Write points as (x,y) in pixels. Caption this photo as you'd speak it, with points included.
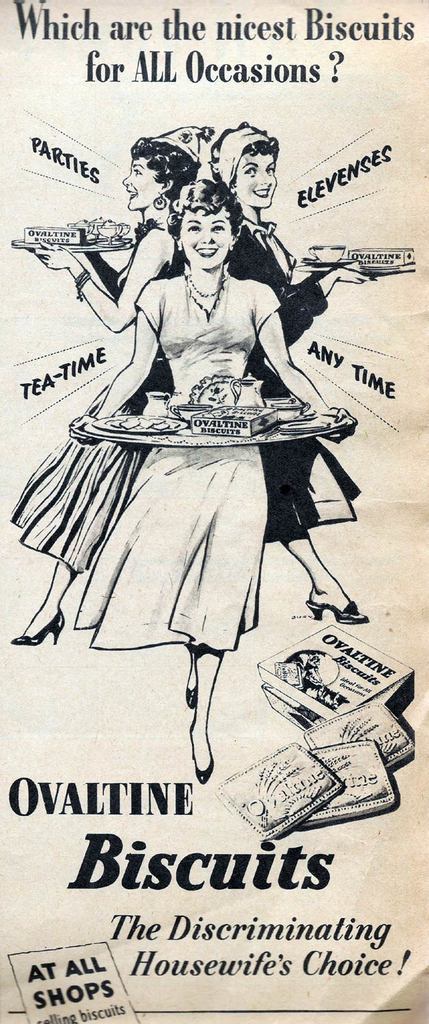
In the picture we can see a magazine paper (202,303) with an image (212,591) of three women (176,588) standing and holding a plate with food items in it and under it we can see an advertisement (347,953) of biscuits (319,738).
